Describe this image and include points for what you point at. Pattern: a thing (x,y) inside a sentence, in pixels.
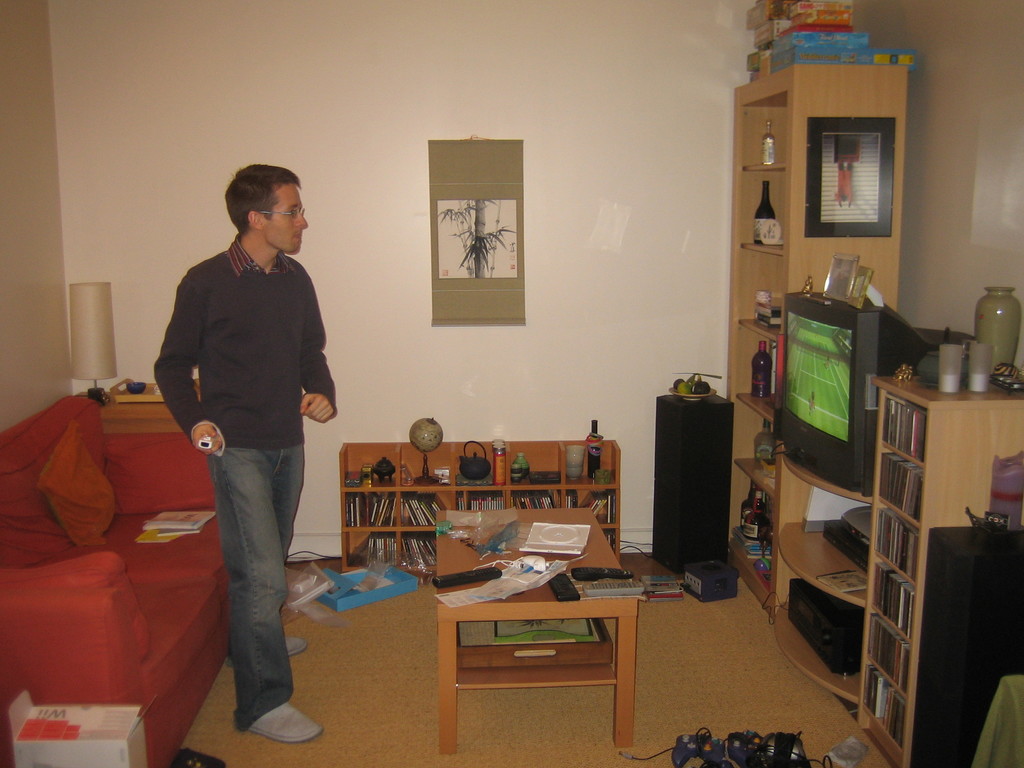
On the left (60,579) it's a sofa (191,641) man (251,707) is standing at here in the right (784,383) it's a T. V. in the middle (649,306) it's a wall (483,129).
